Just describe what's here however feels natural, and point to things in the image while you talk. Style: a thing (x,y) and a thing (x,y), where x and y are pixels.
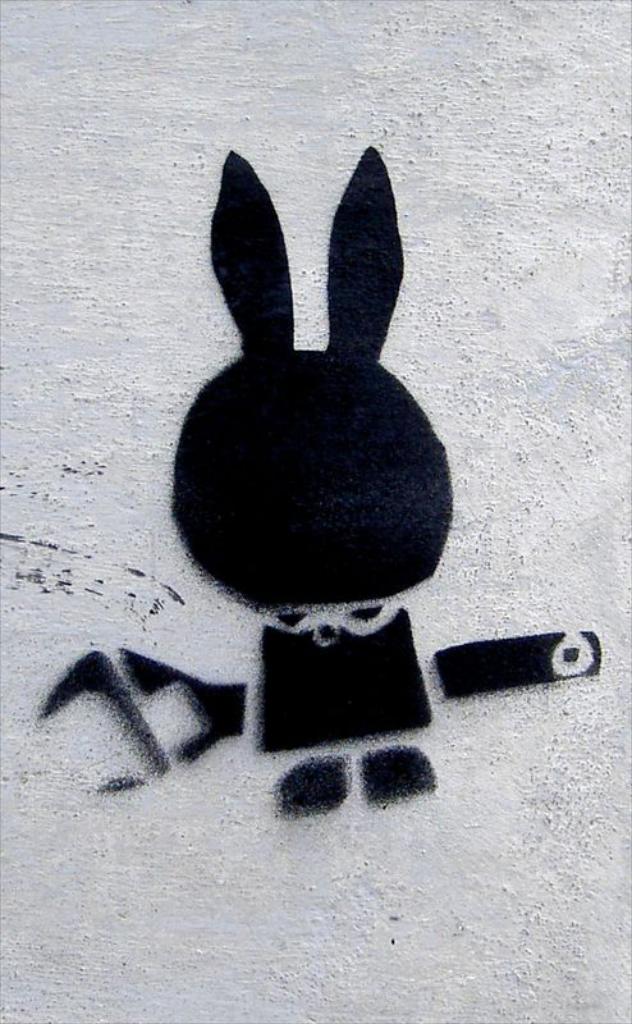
In the center of the image (235,530) there is graffiti (355,538) on the wall (305,296).
